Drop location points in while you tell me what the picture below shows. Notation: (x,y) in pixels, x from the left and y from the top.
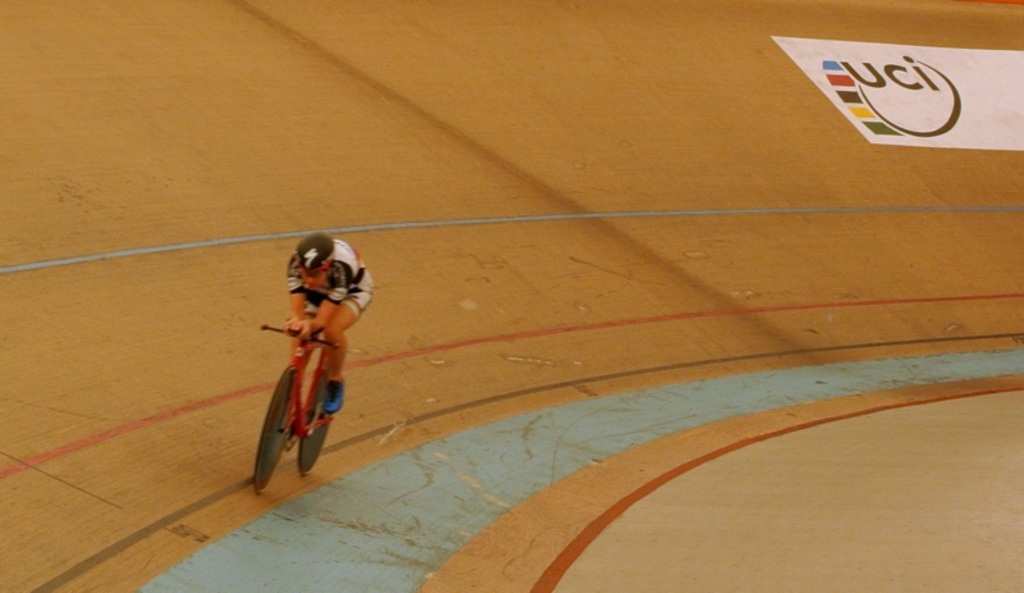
In the center of the image (366,285) there is a person (334,335) cycling on the cycling track (359,378).
